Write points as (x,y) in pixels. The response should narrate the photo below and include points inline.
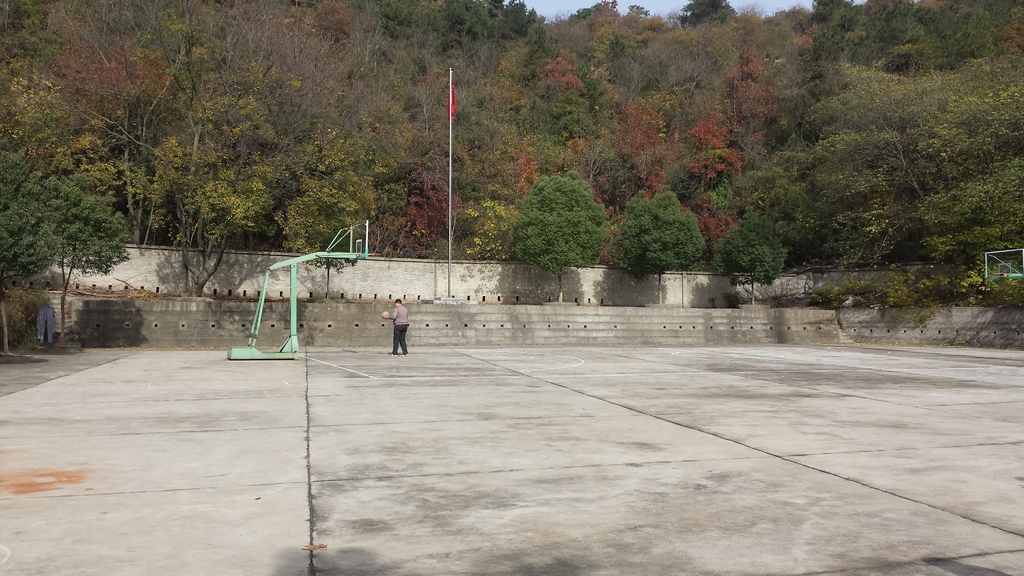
In this picture we can see a person (402,309) is holding a ball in hands (393,318), in front of the person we can find metal rods (299,260), in the background (686,265) we can see trees (532,82), flag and a pole (451,94).
